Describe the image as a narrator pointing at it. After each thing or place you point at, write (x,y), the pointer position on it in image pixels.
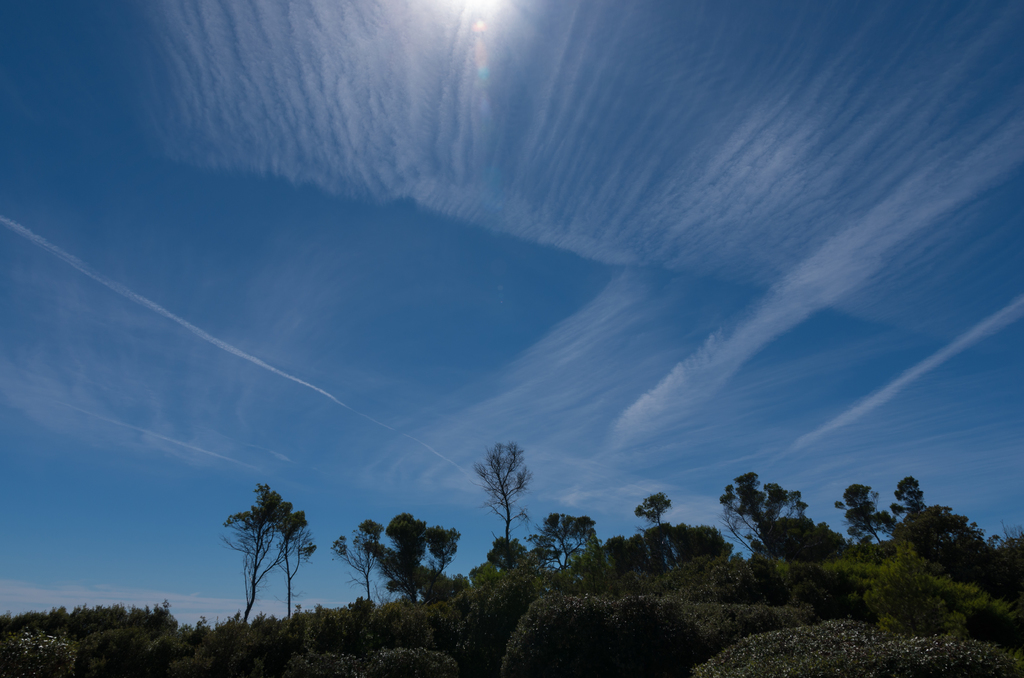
In this picture we can see a few bushes (512,652) at the bottom of the picture (471,649). We can see a few plants (485,589) and trees (504,577) in the background (425,567). Sky (360,356) is blue in color.
